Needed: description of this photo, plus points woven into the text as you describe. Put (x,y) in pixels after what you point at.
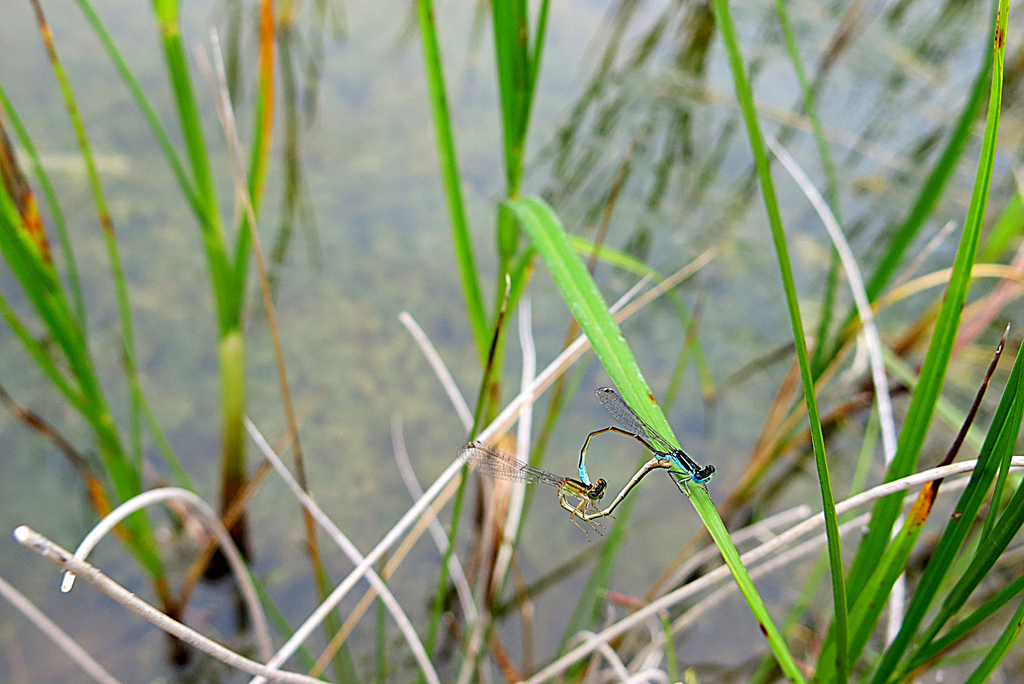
In this image there are dragonflies (595,434) on grass (644,660), in the background (206,256) there is water surface (559,38).
